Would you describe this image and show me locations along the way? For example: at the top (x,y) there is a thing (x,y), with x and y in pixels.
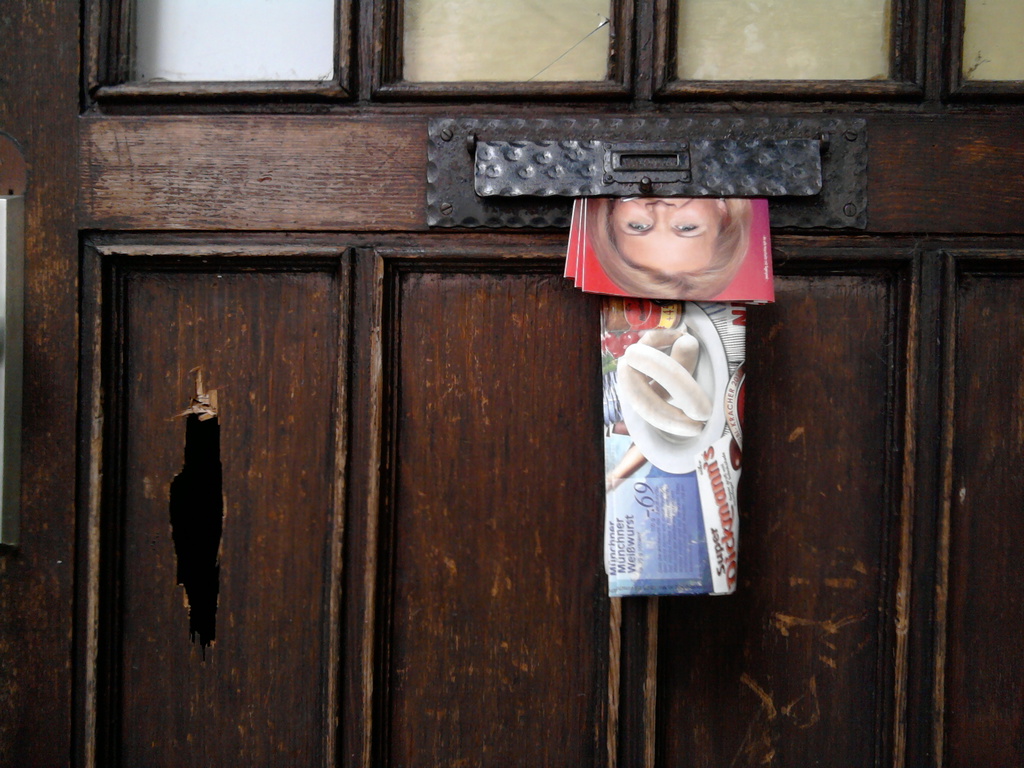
In the given image i can see a wooden object (479,445) including newspaper (662,450) and photo books (619,286).
